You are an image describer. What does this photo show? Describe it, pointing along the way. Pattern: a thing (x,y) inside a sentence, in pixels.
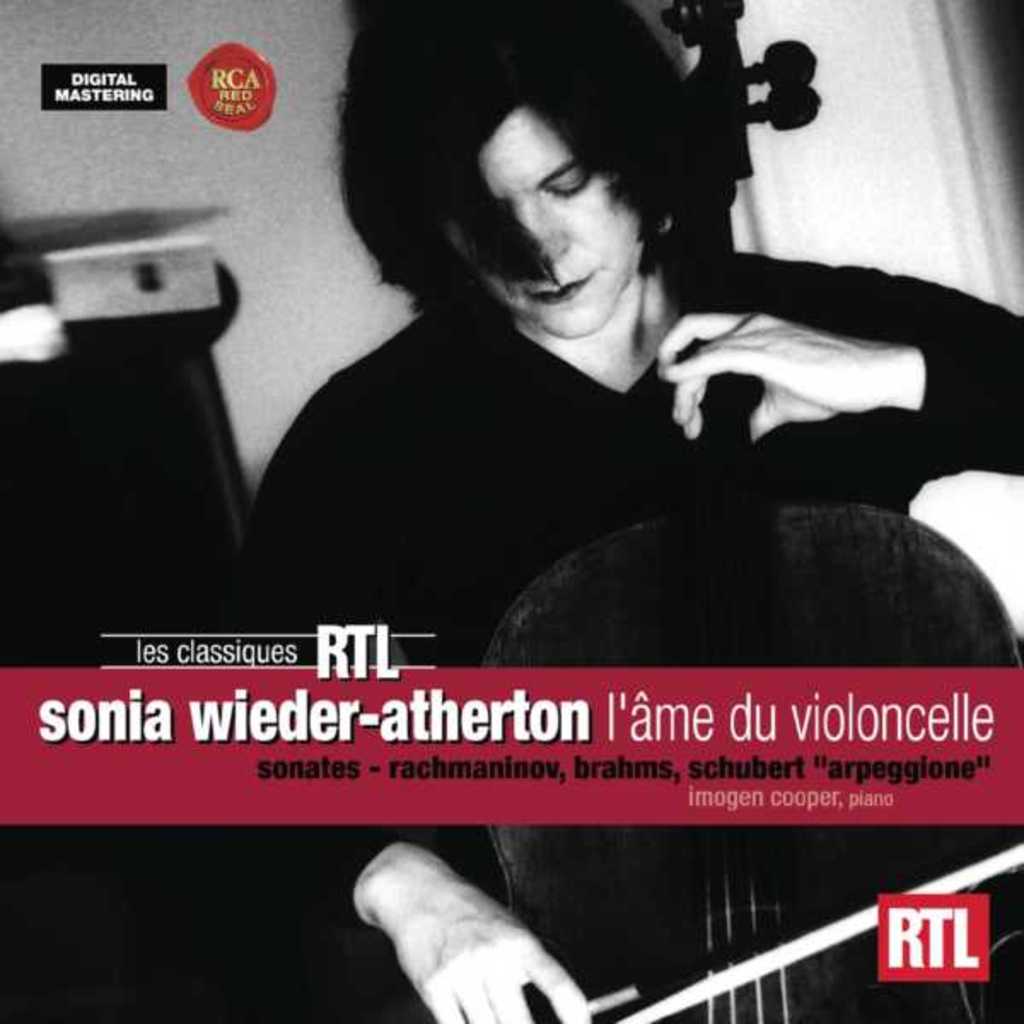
This is a black and white image. In this image there is a person (452,438) playing a cello (761,558). Also something is written on the image.
